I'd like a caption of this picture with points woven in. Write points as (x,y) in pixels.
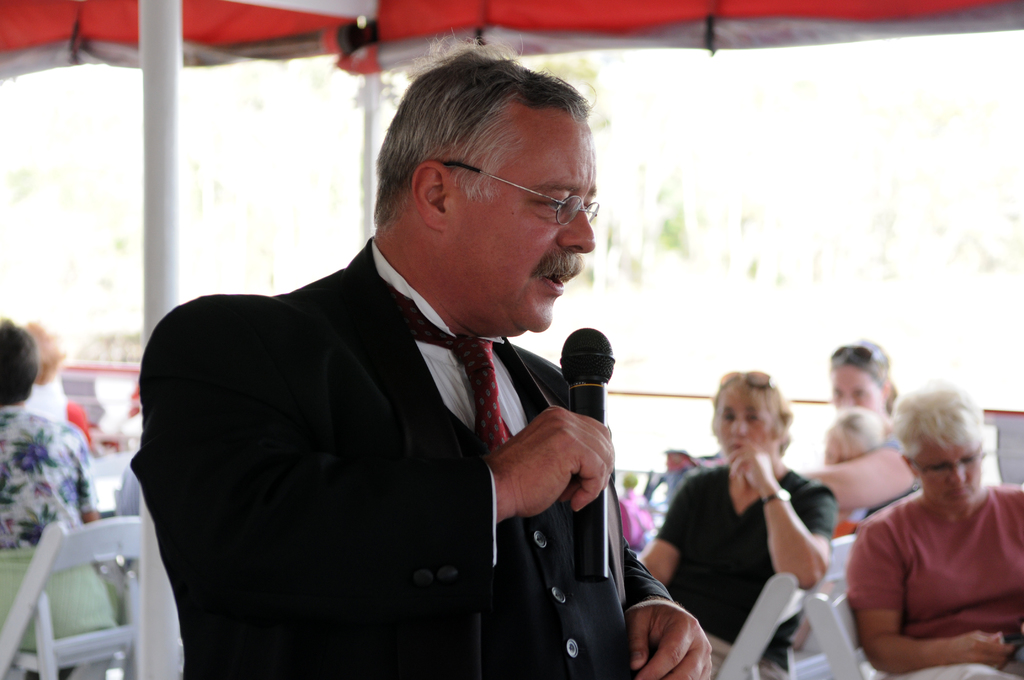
Here in the front (448,204) we can see a man (335,651) speaking into microphone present in his hand (521,430) and behind him we can see group of people (746,424) sitting on chairs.
